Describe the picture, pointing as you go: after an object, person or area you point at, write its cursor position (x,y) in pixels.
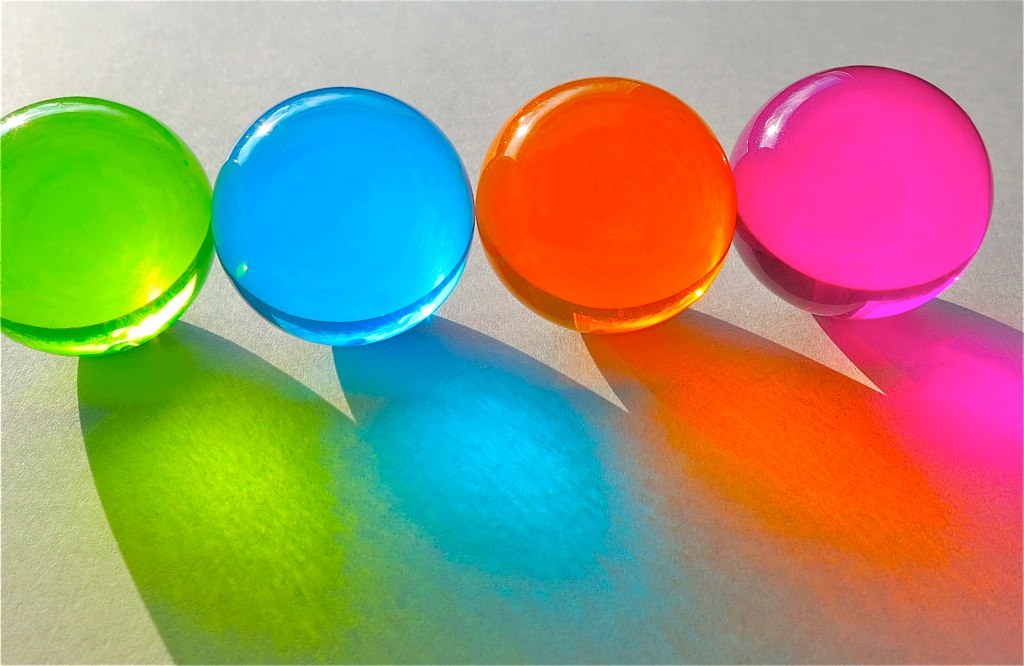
In this image we can see four colored balls (215,238) on the surface (215,360).
